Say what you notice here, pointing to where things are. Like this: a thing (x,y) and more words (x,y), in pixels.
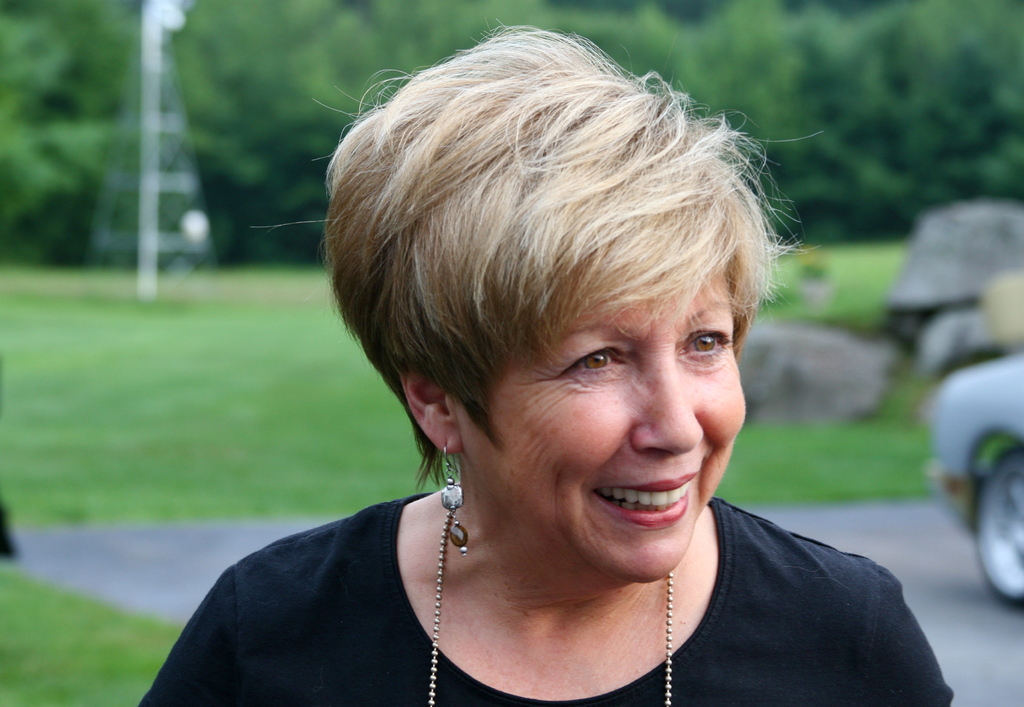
In the image there is a woman (647,534) and behind the woman (310,568) there is a land (61,349) covered with grass (71,335) and behind that there are many trees (336,52).
